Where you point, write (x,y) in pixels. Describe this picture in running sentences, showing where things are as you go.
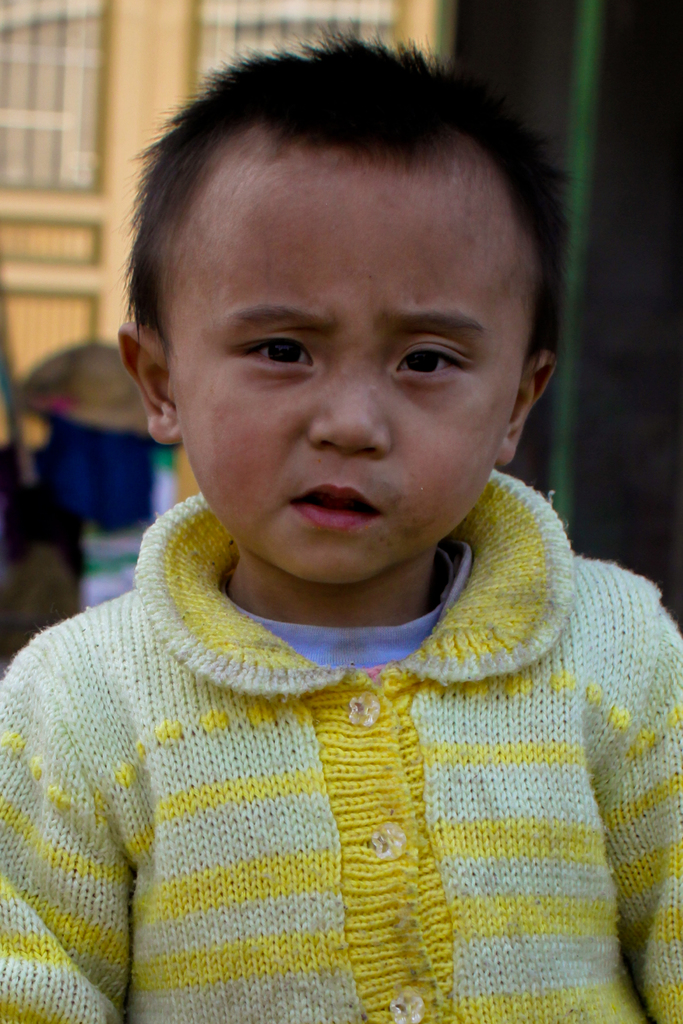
In this image we can see a child (337,468) standing and blur background (13,99).
